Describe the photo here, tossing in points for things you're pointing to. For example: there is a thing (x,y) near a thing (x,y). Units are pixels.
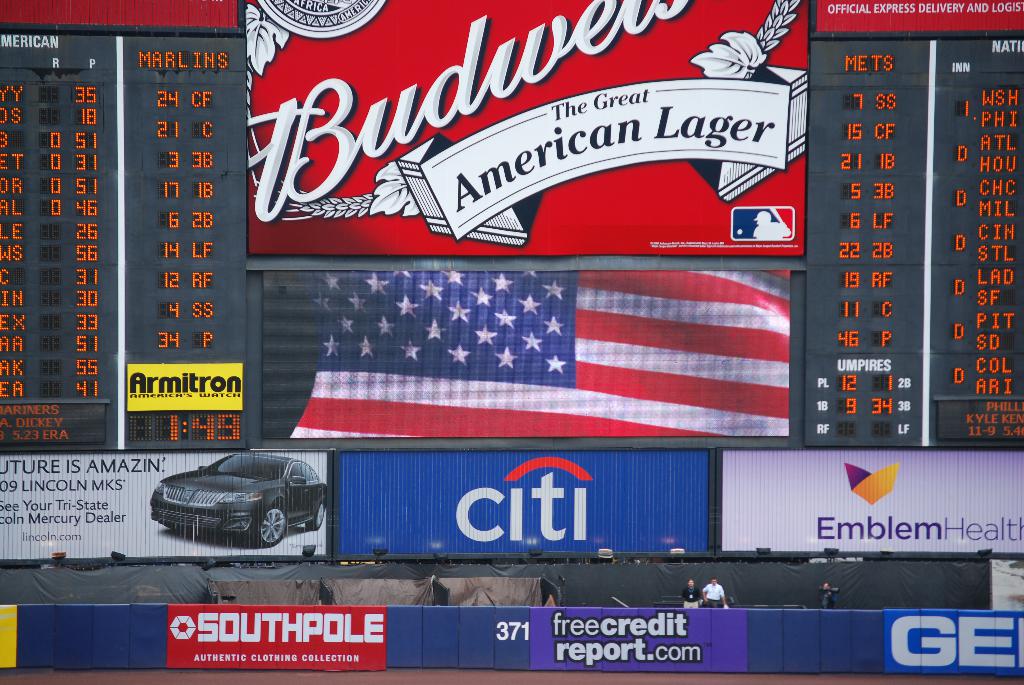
The picture is clicked in the stadium (646,502). At the bottom of the picture (363,481) there are banners (562,519), boards (759,518), people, curtains (502,579) and lights (888,553). At the top (539,114) there are board (454,255), american flag (561,320) and scoreboards (191,251).
